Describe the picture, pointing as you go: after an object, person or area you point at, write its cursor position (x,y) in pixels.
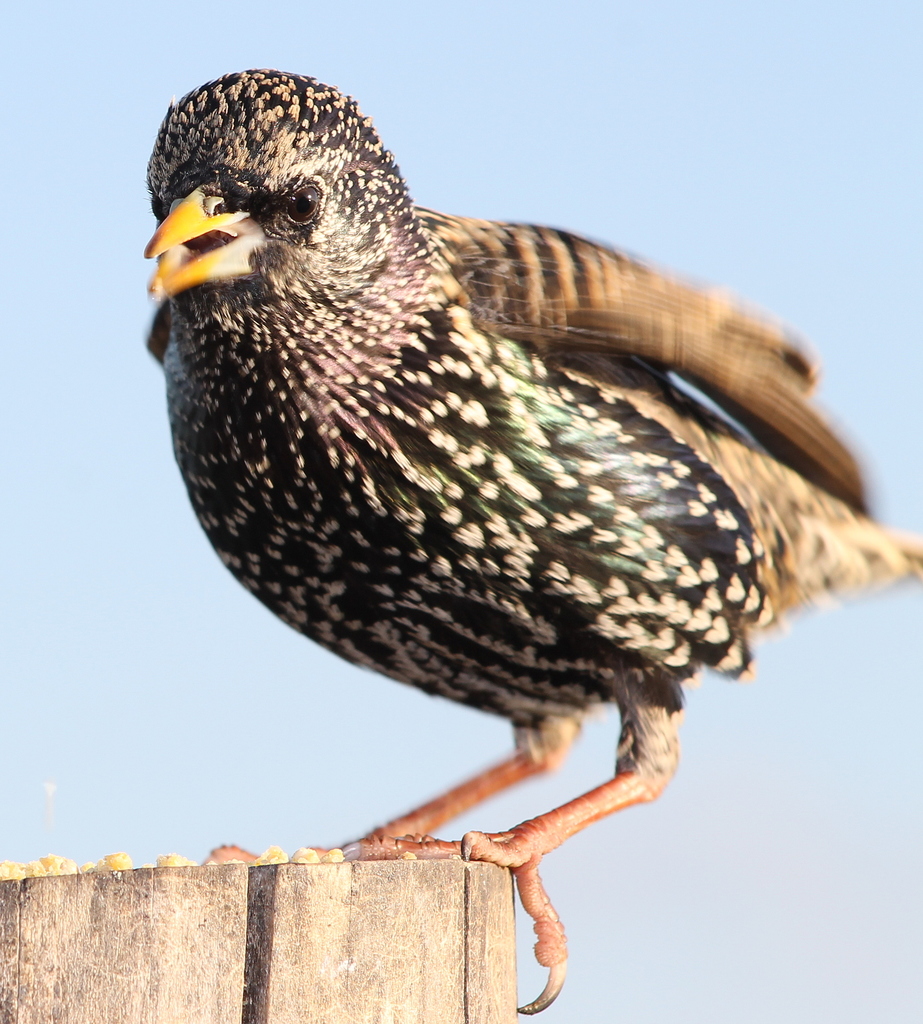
In this image there is a bird (470,435) standing on a piece of wood (360,911).
